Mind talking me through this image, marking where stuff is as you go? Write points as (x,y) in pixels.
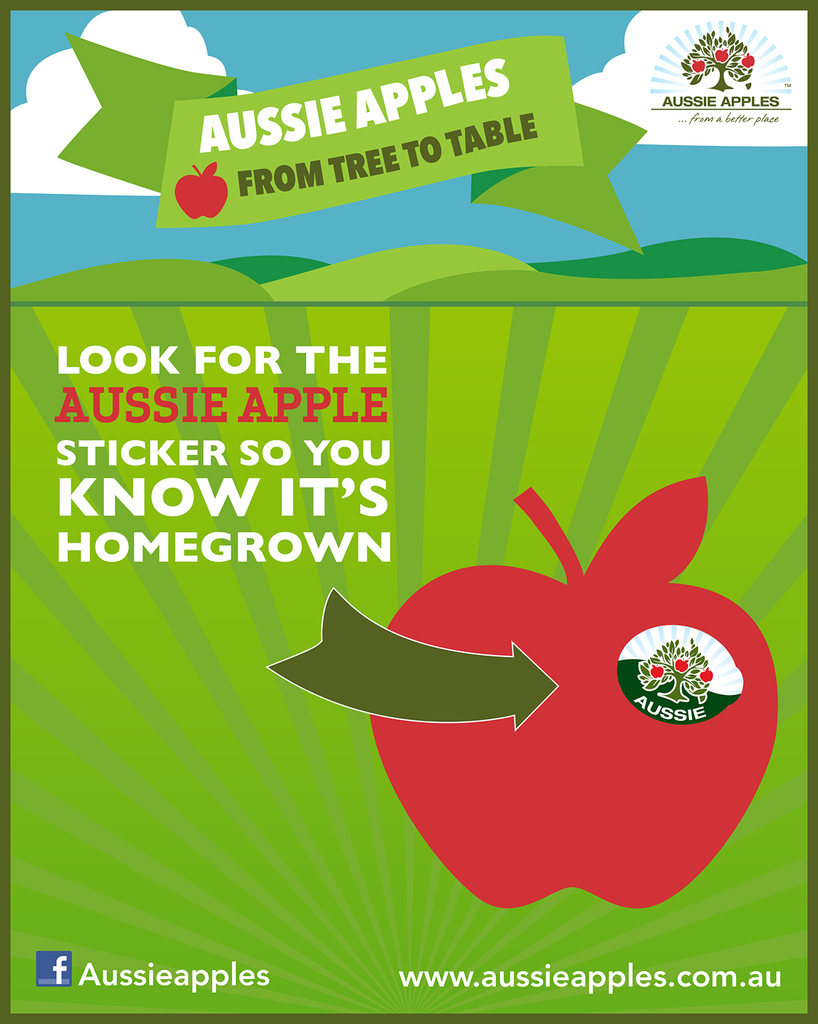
In this picture we can see a poster (417,465), here we can see some symbols (424,818) and some text (173,369) on it.
